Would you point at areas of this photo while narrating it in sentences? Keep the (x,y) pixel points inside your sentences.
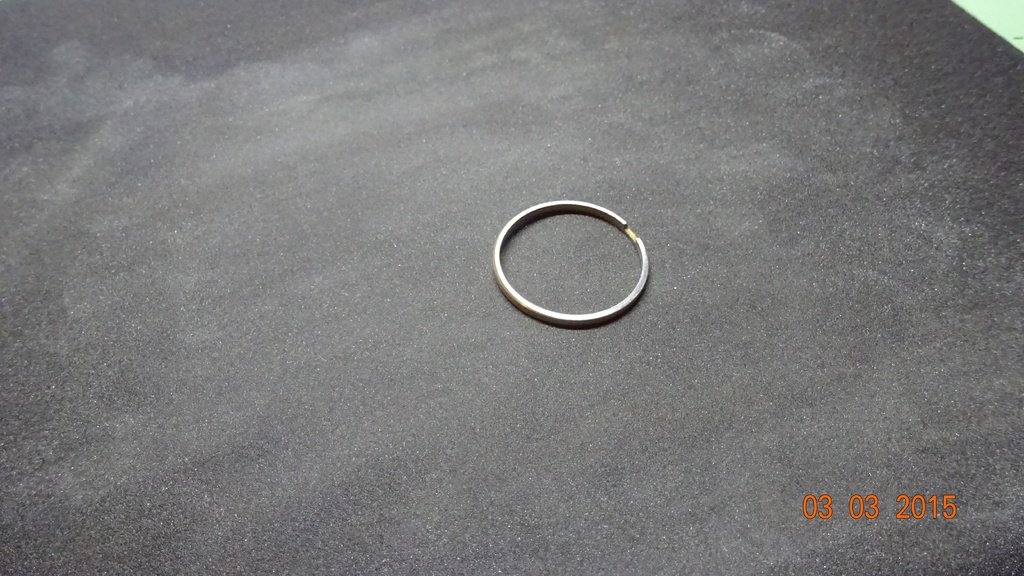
In the bottom right (822,497), there are orange color numbers (807,497). In the middle of the image (502,256), there is a ring (498,244) on the surface (607,350). And the background (341,358) is gray in color.
